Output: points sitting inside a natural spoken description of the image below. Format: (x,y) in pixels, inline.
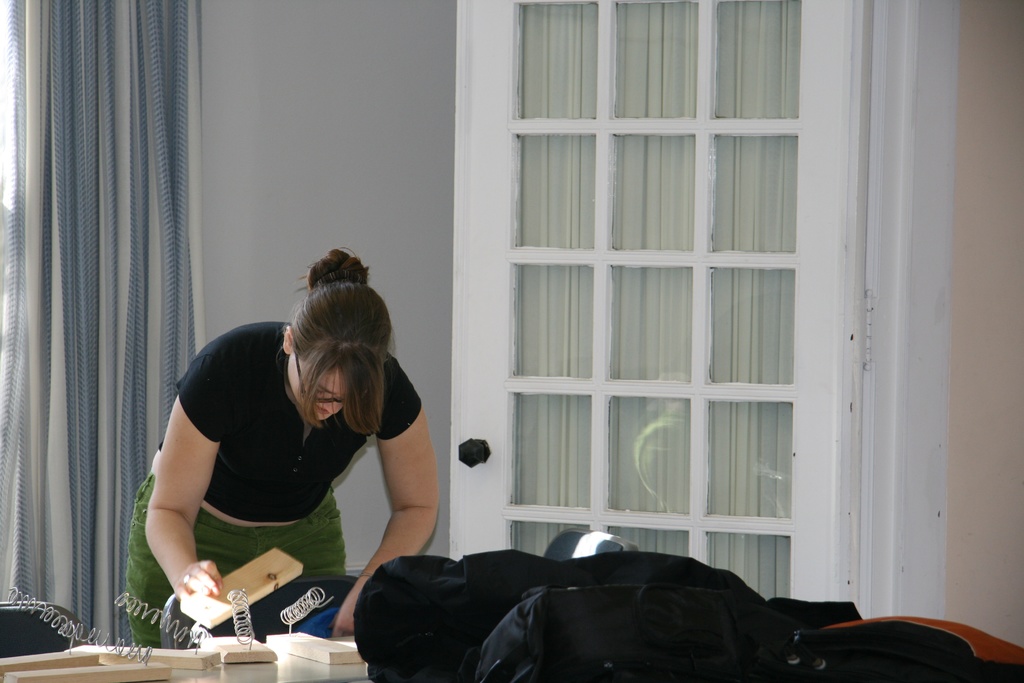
This image consists of a woman (285,544) wearing black T-shirt (248,506). She is holding a wooden piece (194,606). In the front (362,677), there is a table (337,677) on which bags (488,612) are kept. In the background (615,168), there is a wall (226,166) along with door (788,308) and curtain (142,203).
